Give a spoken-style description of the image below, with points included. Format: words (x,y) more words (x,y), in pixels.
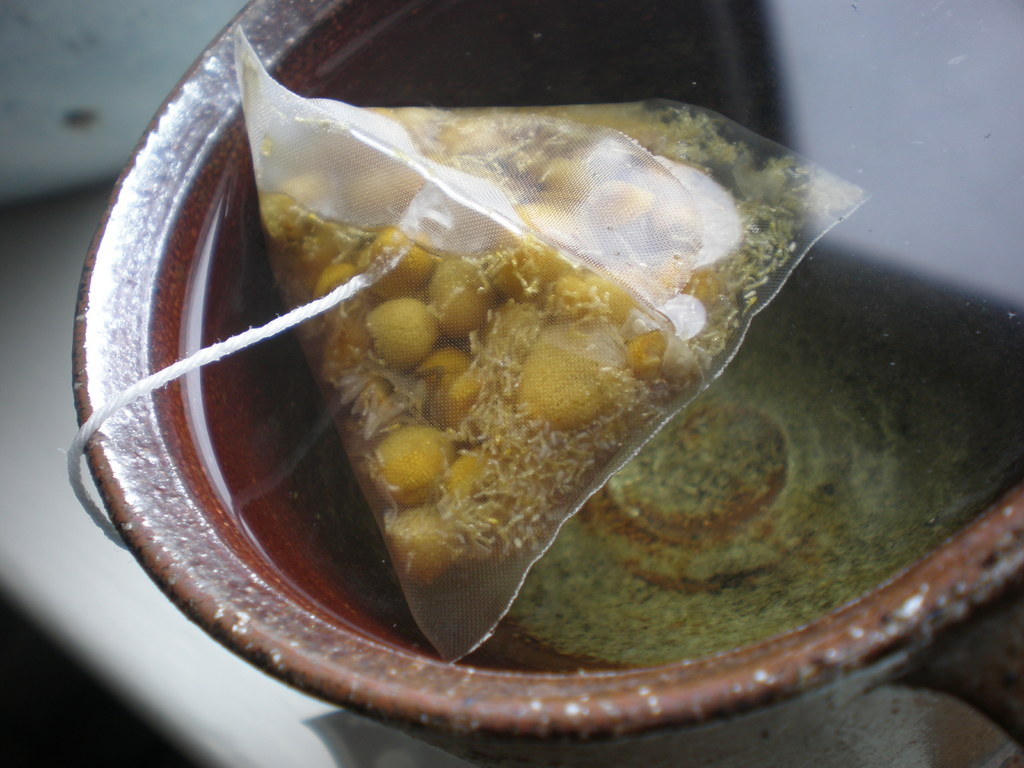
In this picture I can see water (871,334) and a packet (379,173) with a thread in a bowl (147,490), and there is blur background (21,457).
